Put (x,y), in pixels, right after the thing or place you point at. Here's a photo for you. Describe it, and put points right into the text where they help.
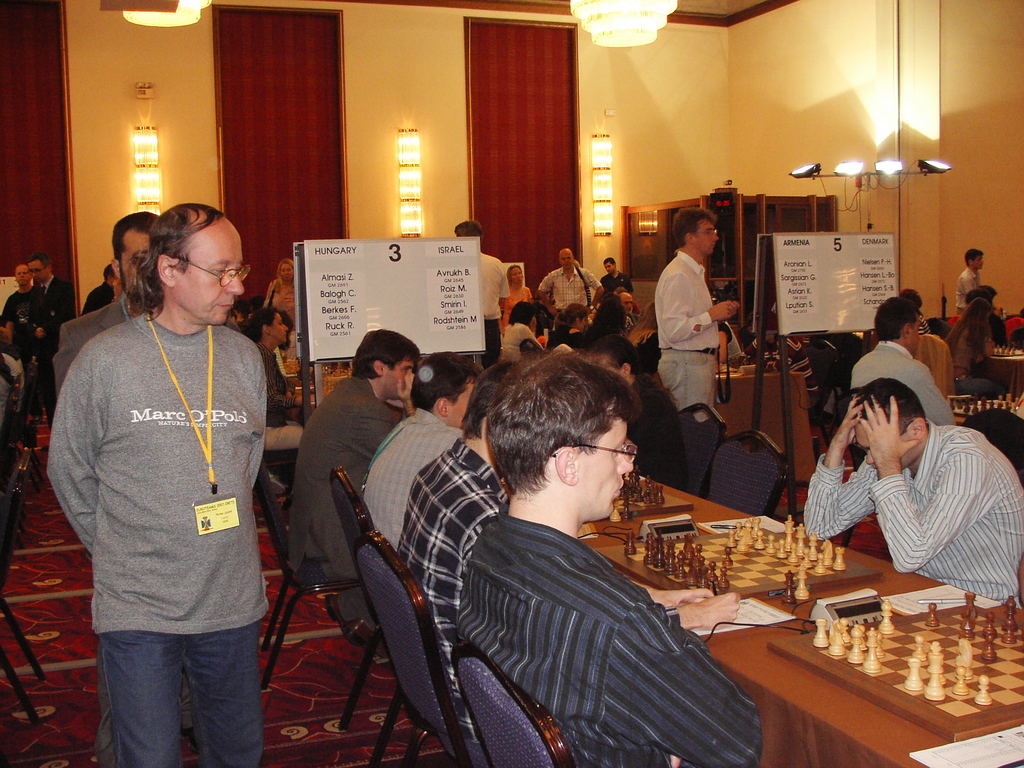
Few people (485,528) are sitting on the chairs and playing the chess (767,531). A man (191,559) is walking in the left (228,575) he wears an ID card (214,524) there are lights (633,42) at the top (941,168).
